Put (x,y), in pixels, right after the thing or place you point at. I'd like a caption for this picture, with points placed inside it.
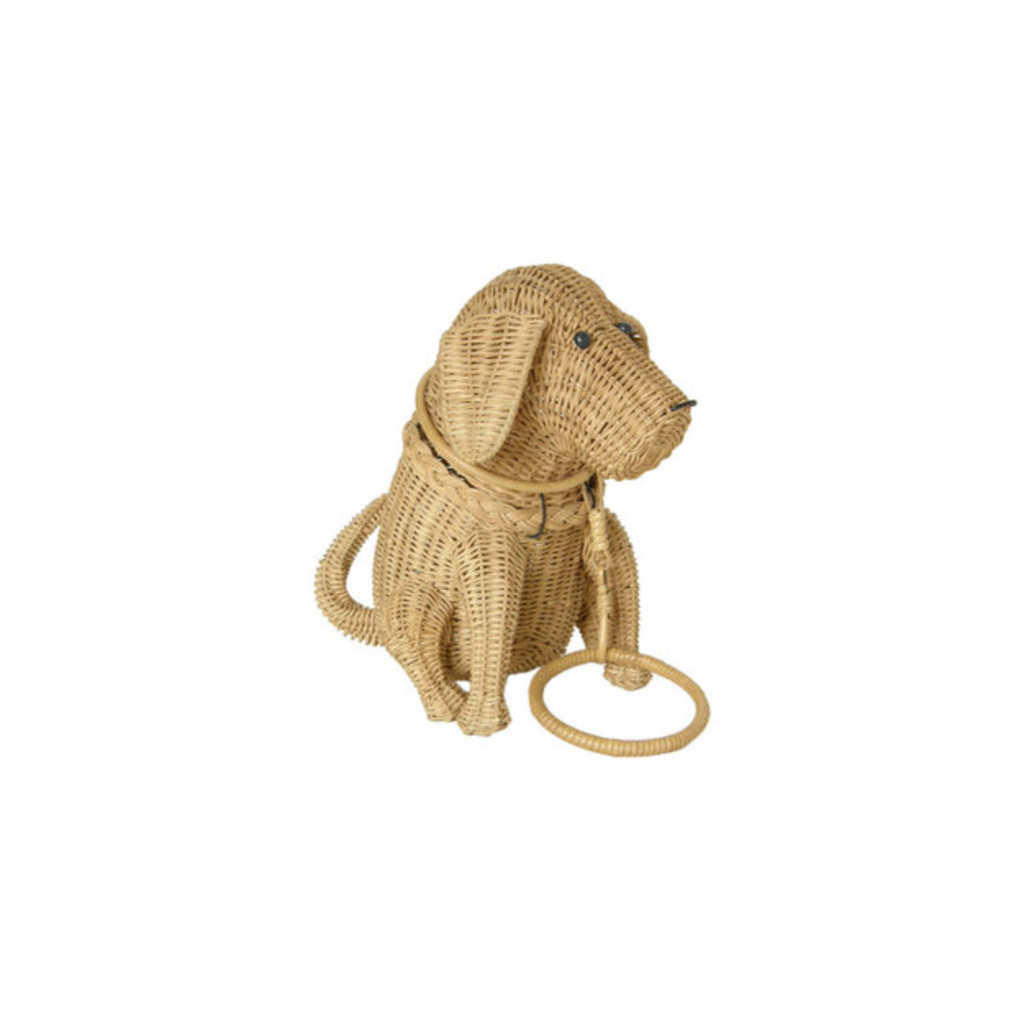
In this picture I can see a toy (534,382) and I can see white color background (336,306).
